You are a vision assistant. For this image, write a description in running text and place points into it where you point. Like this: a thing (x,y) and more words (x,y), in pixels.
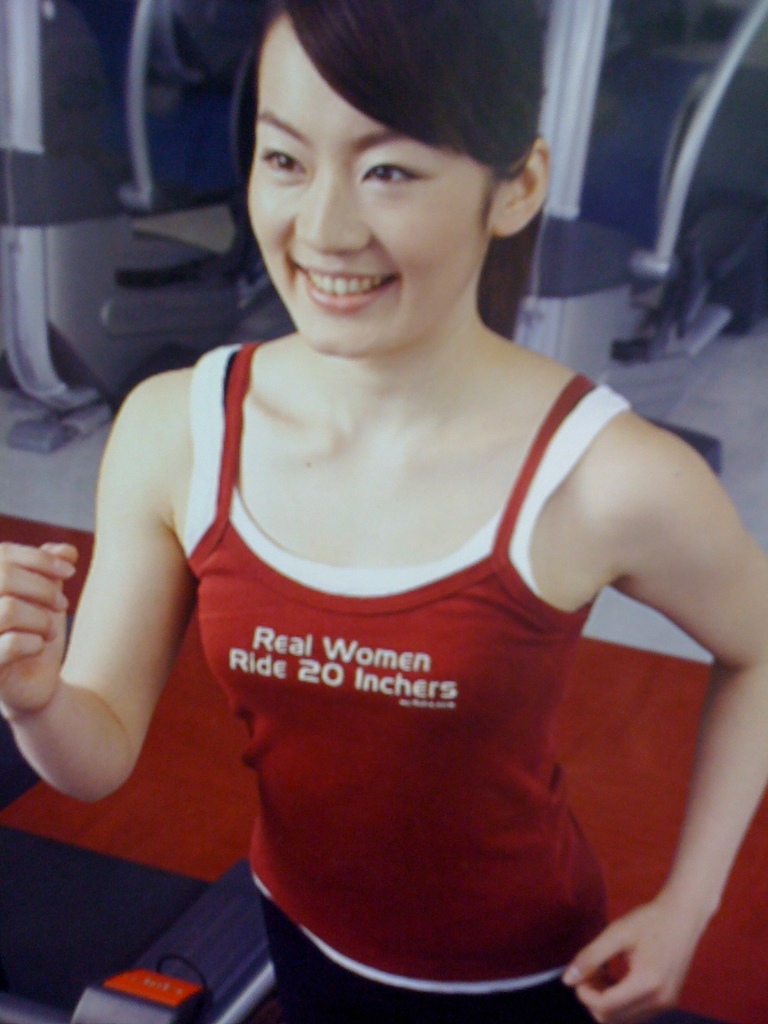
In this image we can see a woman (395,513) and few objects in the background (249,70) and a red color carpet (211,792) on the floor (638,619).
